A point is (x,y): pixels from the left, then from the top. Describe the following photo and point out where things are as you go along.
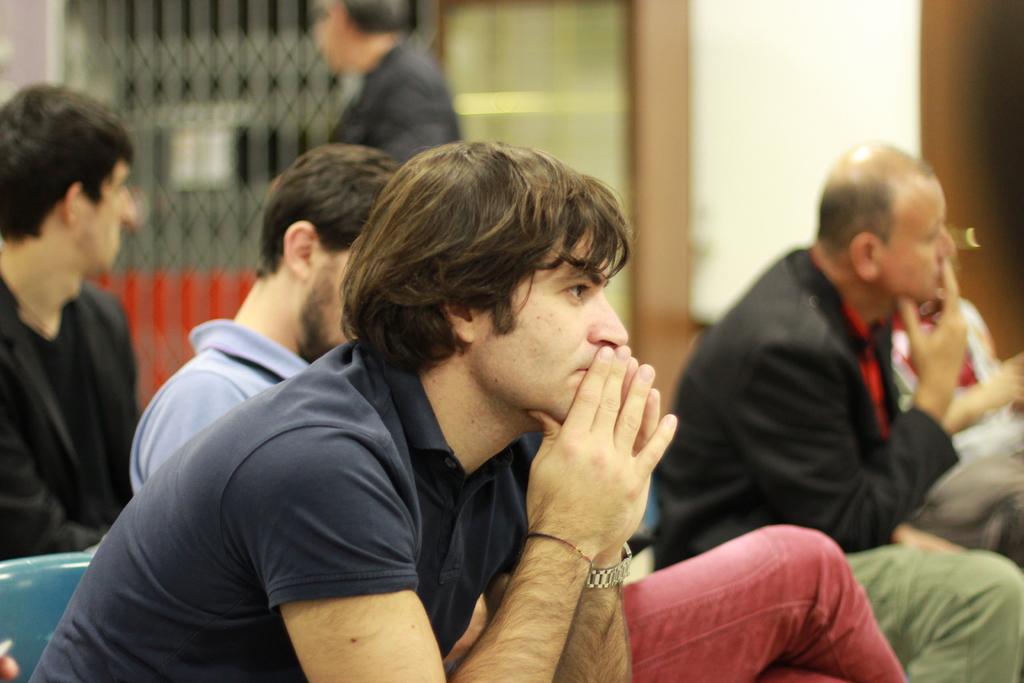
In this picture we can see a group of people (333,474) sitting and a person (387,81) is standing. Behind the people (370,176) there are some blurred objects (226,213).
